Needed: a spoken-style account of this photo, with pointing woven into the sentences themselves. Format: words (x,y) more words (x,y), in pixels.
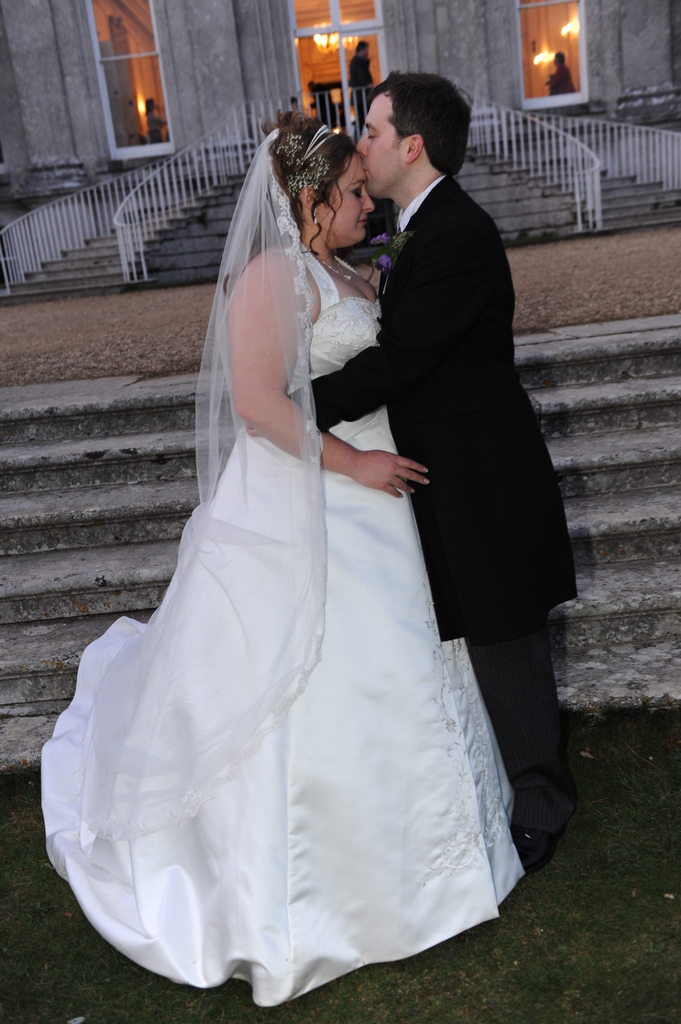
In this image we can see there is a couple (308,712) standing and the person (415,341) kissing on the forehead (362,178) of a girl (327,724), behind them there are stairs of a building (305,74).
